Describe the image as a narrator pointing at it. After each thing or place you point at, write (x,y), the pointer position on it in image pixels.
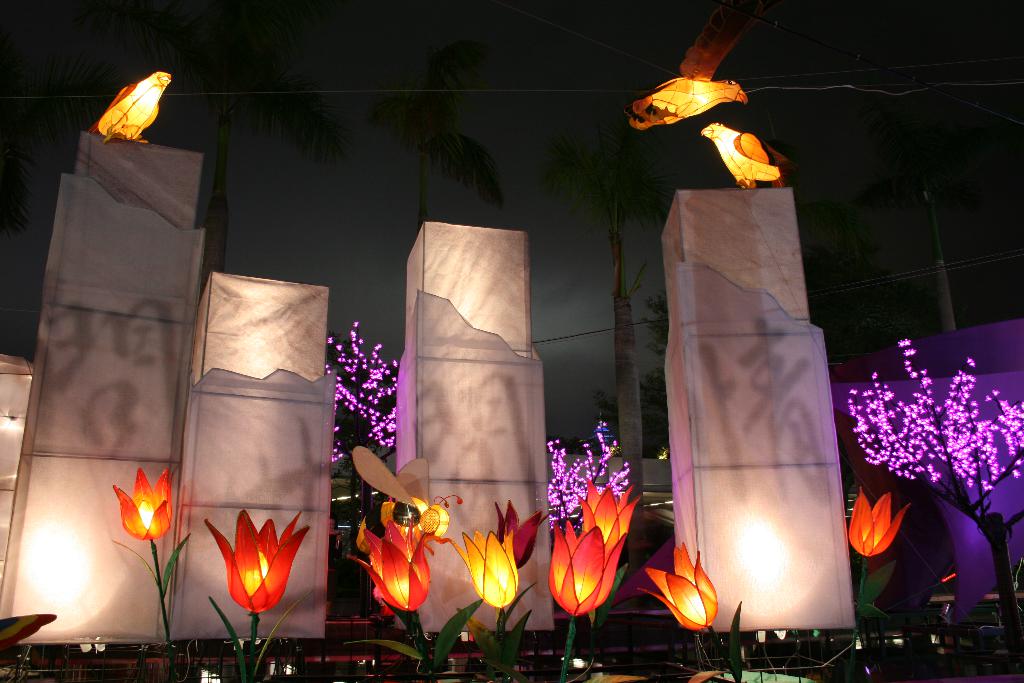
In this image there are decorative items (20,467), in this there are flowers (134,517), pillars (451,532) on that pillars (819,423) there are birds (727,129), in the background (931,479) there are trees (339,464).
